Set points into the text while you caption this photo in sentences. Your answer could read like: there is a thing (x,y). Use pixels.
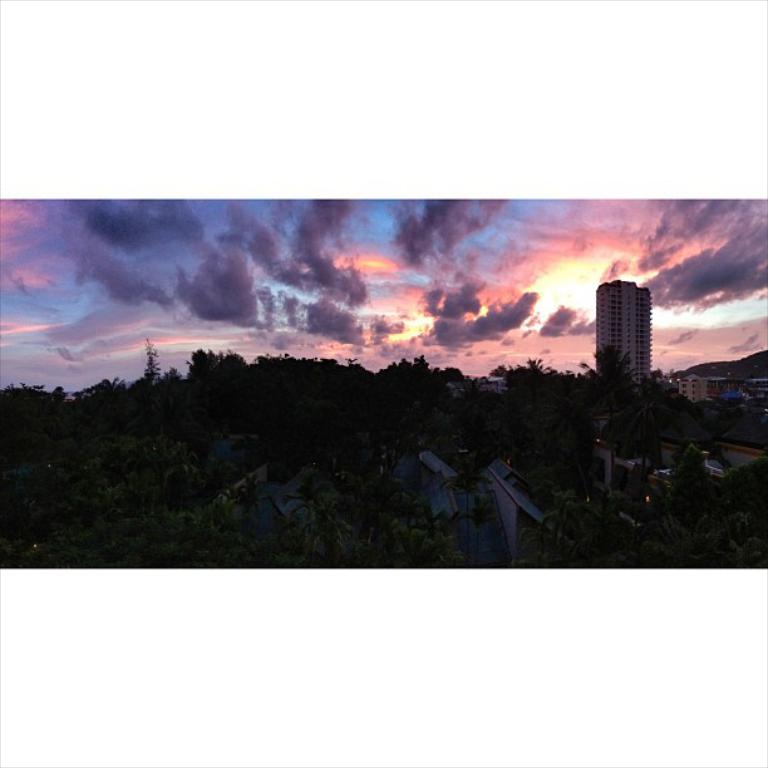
In the picture I can see the tower building (599,336), houses (656,485) and trees (733,550). There are clouds (340,245) in the sky (418,245).
